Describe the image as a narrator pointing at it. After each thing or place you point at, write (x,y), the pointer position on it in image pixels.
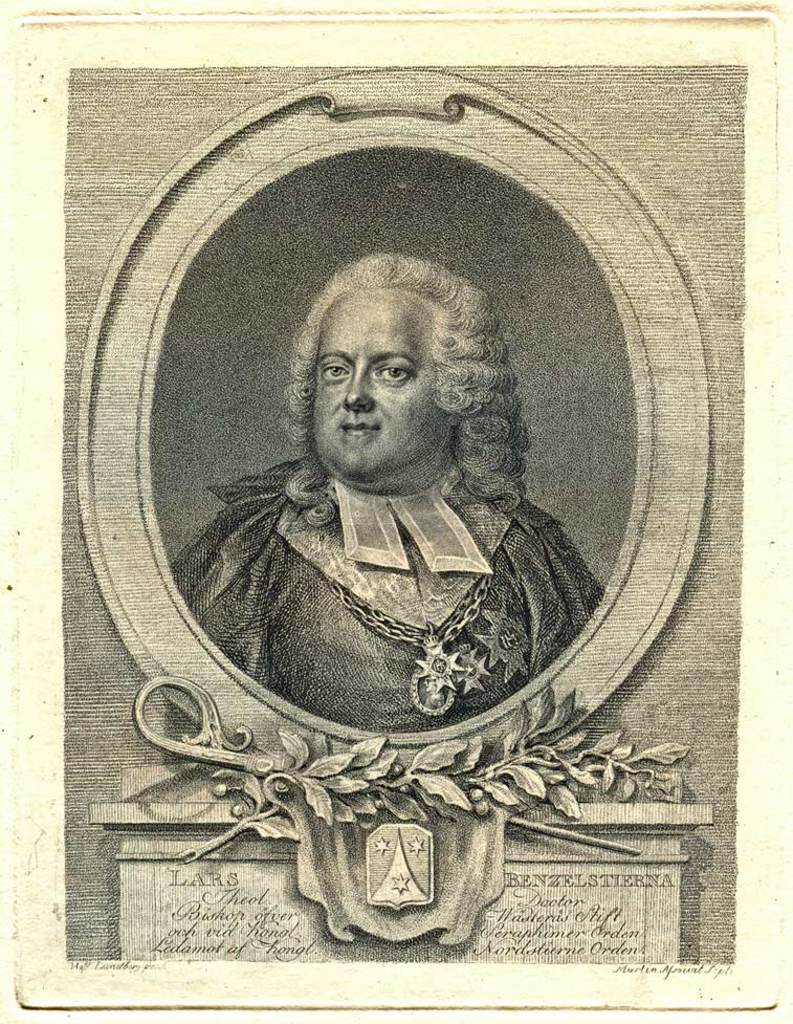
In this image there is a depiction of a person (395,539). At the bottom of the image (191,909) there is text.
